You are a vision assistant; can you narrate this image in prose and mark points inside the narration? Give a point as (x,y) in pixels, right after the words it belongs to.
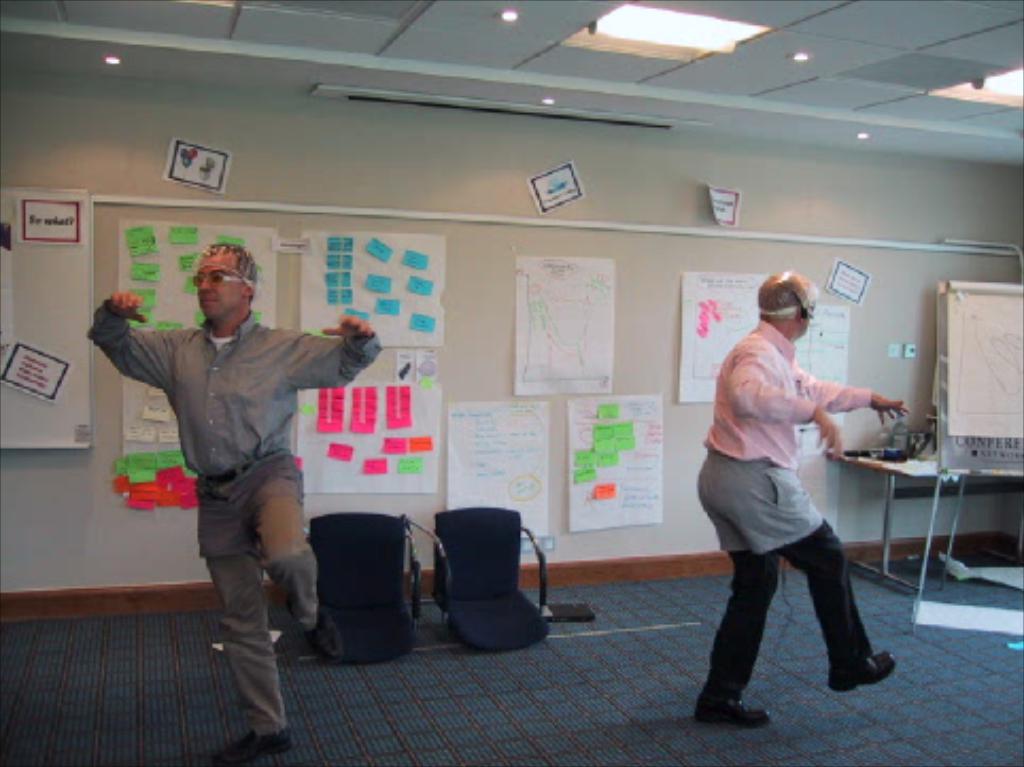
In this image in the foreground (168,341) there are two persons (838,412), on the floor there are two chairs (400,563), there is the wall (532,199) in the middle (611,401) in which there are some papers (63,202) attached, at the top (415,80) there is the roof (510,80), on which there are some lights (510,18), on the right side (929,470) there is a table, board (951,434), some other objects (992,618) visible.
